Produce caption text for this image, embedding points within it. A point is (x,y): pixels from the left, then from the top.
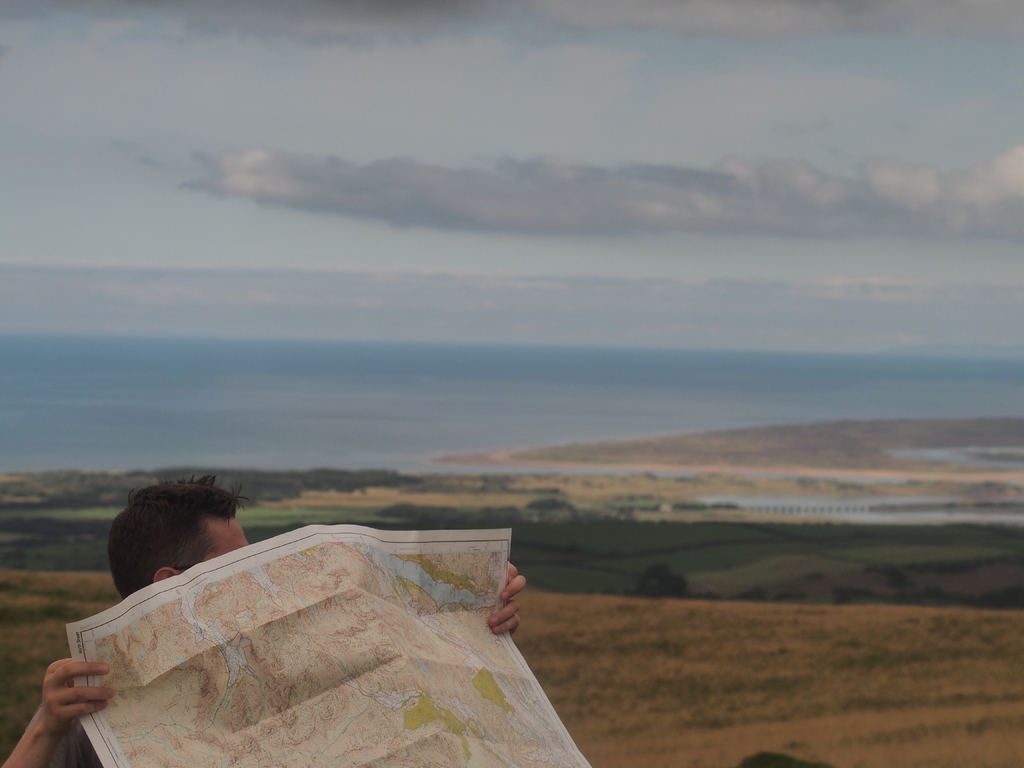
In this image I can see the sky (678,210) and a person (46,681) visible at the bottom (73,683) and the person (60,683) holding the paper (457,625).
